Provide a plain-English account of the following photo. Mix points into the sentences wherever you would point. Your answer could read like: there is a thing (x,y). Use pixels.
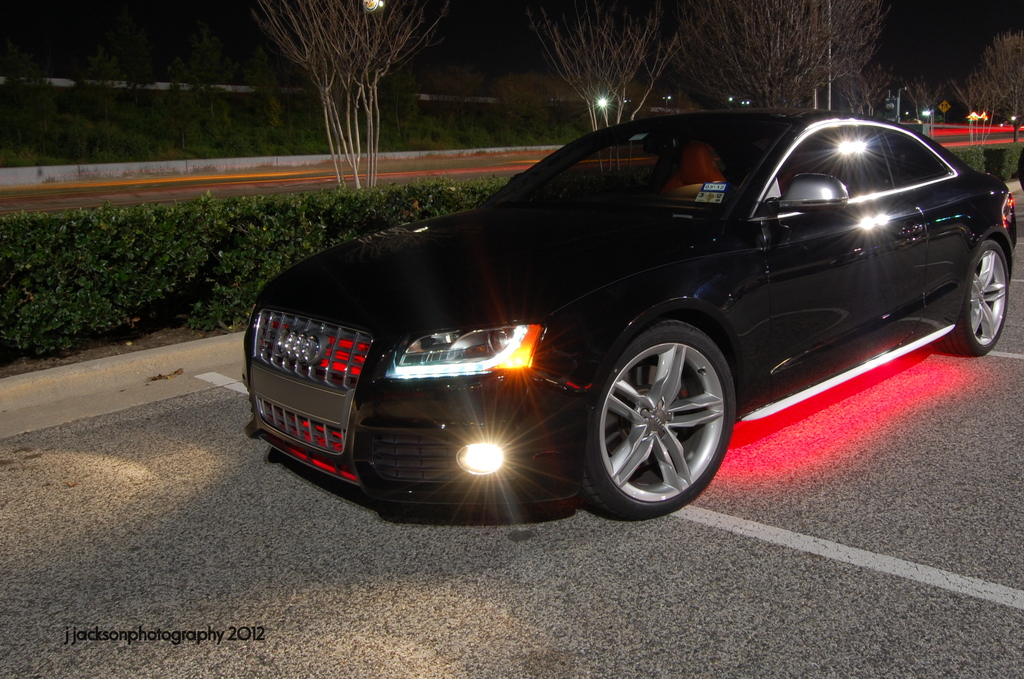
In the image there is a car (612,297) beside the road (474,170) and behind the car (347,265) there are many trees (559,98) and plants (89,284), the image is captured in the night time, the headlights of the car (396,470) is on.
